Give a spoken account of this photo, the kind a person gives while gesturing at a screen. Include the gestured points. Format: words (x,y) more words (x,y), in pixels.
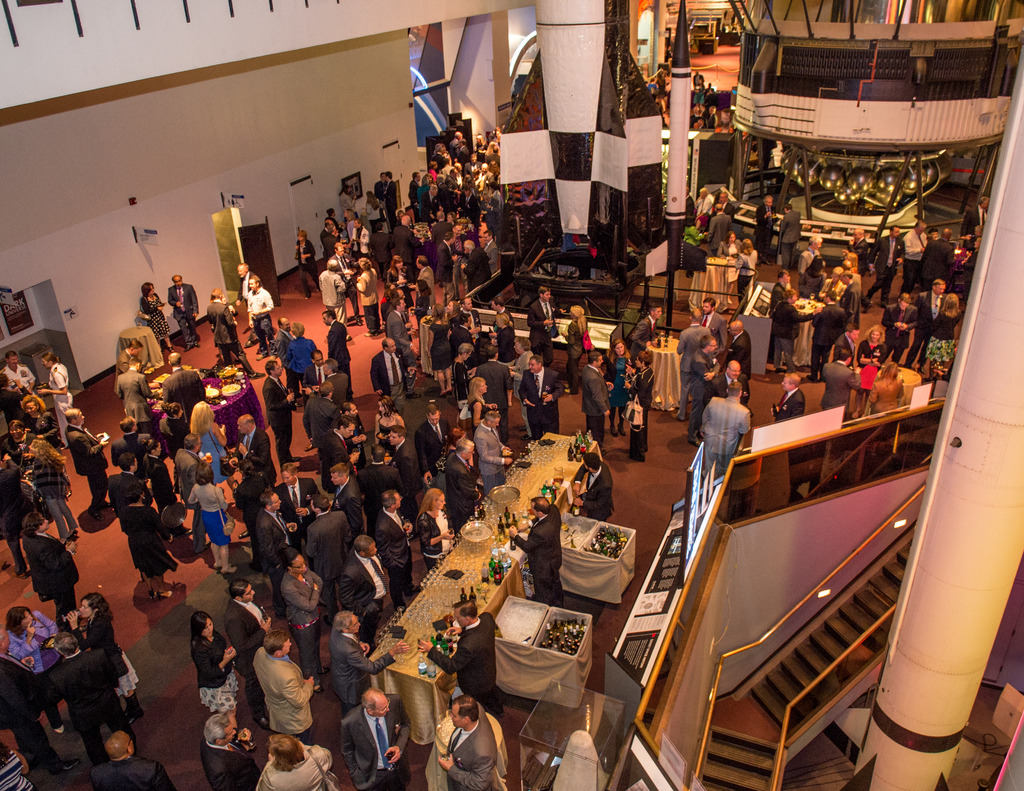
In this picture we can see a group of people (319,402) on the ground (296,408), here we can see tables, staircase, wall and some objects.
